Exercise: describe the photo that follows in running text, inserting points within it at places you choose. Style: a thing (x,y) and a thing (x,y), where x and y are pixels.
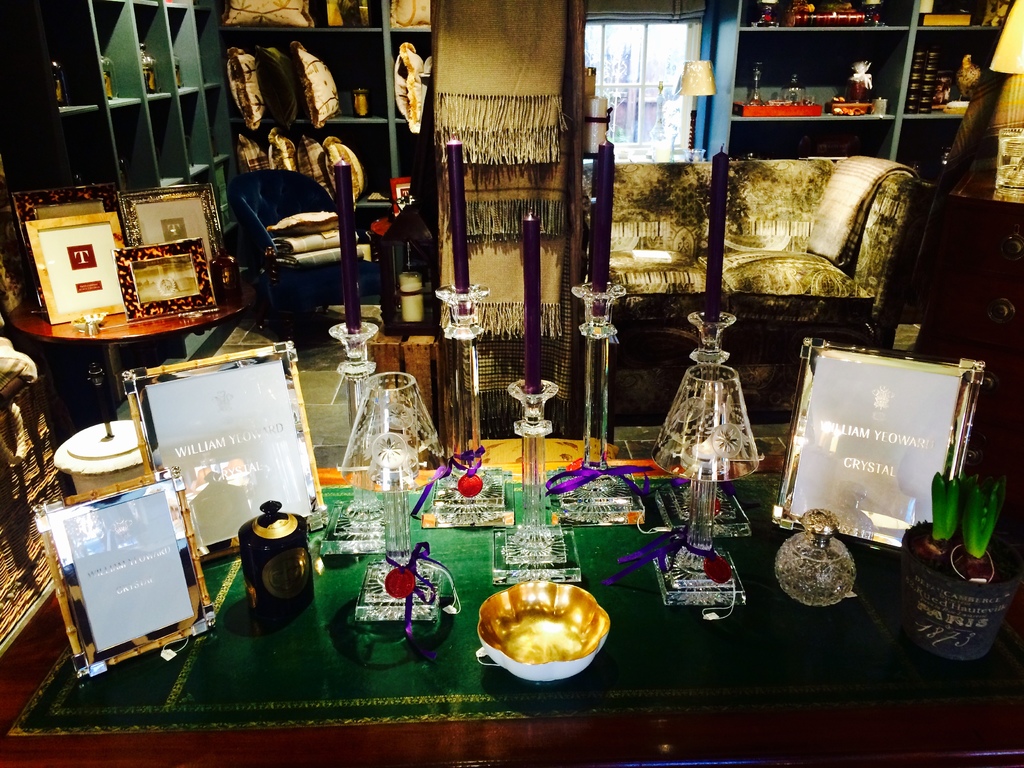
There is a platform (269,711). On that there is a pot (962,584) with something (970,538) on that. There are crystal objects (803,568), candles (603,246) with stands (529,424), glass frames (317,467), bowl (525,640) and many other things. In the back (807,264) there is a sofa (735,225), cupboards (341,82) with pillows (256,70) and many other things (860,87). Also there is a chair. On that some items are there. There are clothes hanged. Also there is another table (143,333) with frames (99,237). In the back (666,77) there is a window (653,90).
